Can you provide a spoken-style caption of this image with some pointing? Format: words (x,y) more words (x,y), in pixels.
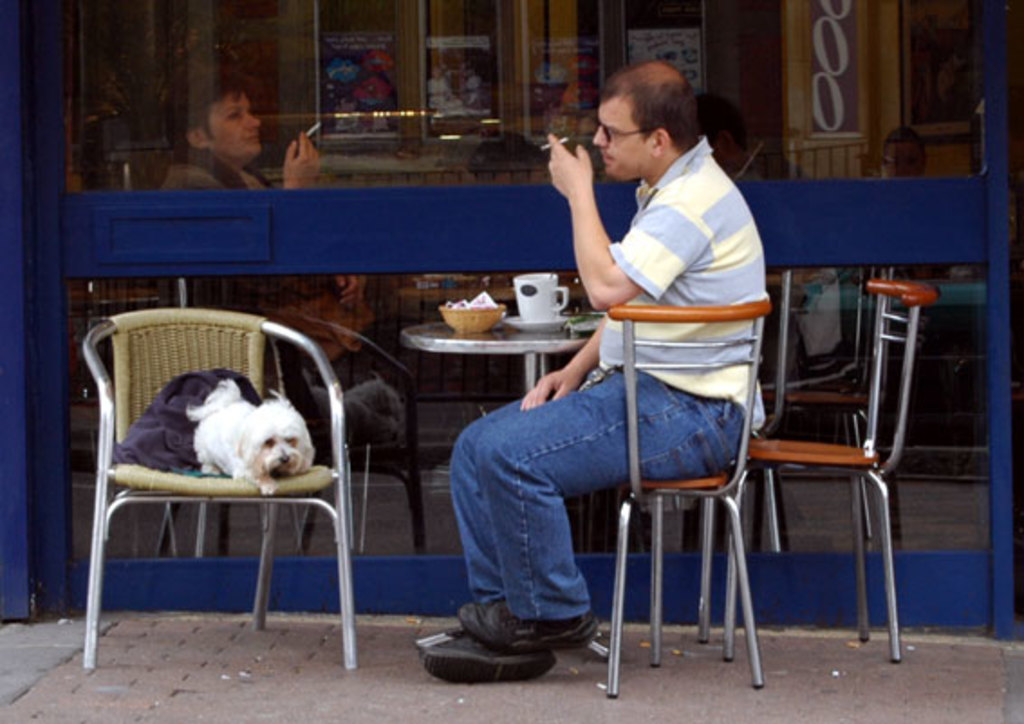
In this image I see a man (527,533) who is sitting on the chair (733,345) and I also see there is a dog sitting over here and there is a table (549,330) in front of him and there is a cup (545,307) on it. In the background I see a woman (247,284) over here.
